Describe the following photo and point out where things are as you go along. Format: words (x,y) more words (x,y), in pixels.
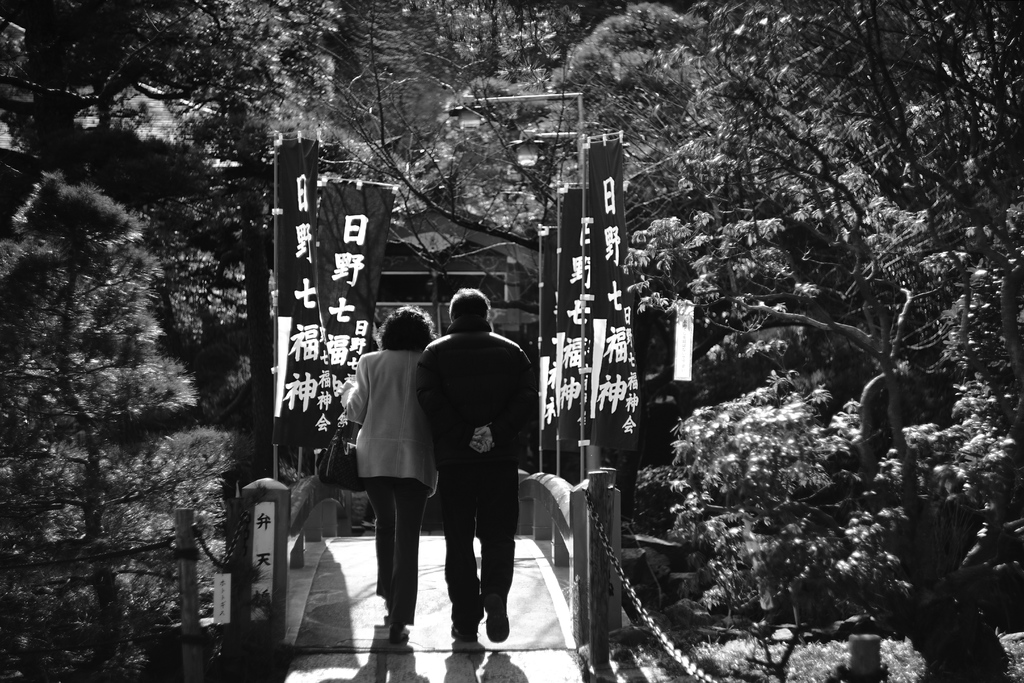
In this image I can see 2 people (503,522) walking on a bridge (349,557). I can see one person (383,432) is carrying a handbag (353,450). In the background (358,196) I can see flags (547,309), street lights (526,147) and number of trees (246,250).
